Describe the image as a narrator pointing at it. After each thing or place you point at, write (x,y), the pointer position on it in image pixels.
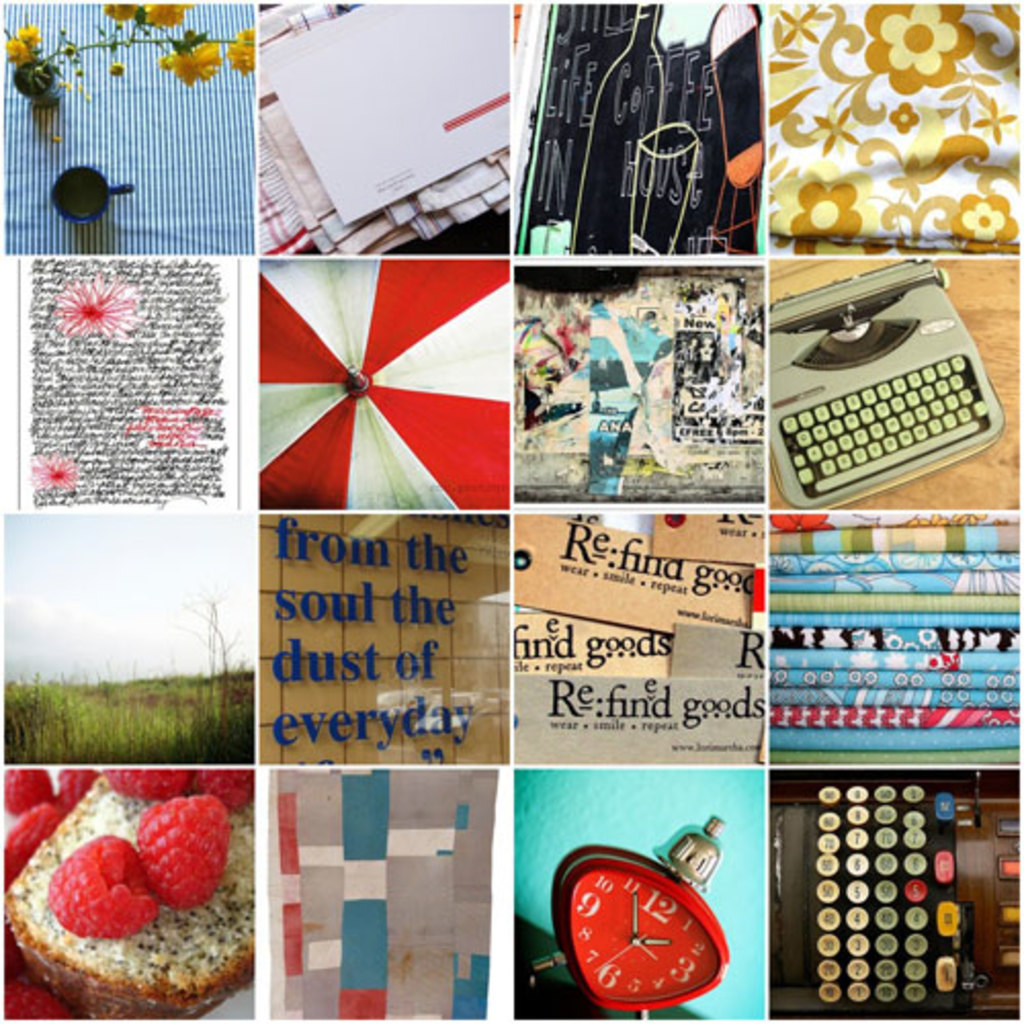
This is a collage. In this picture we can see some food items (68,774), text (385,553), flower vase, device (712,828), cup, clothes (797,703), grass (157,723) and other objects (641,37).
